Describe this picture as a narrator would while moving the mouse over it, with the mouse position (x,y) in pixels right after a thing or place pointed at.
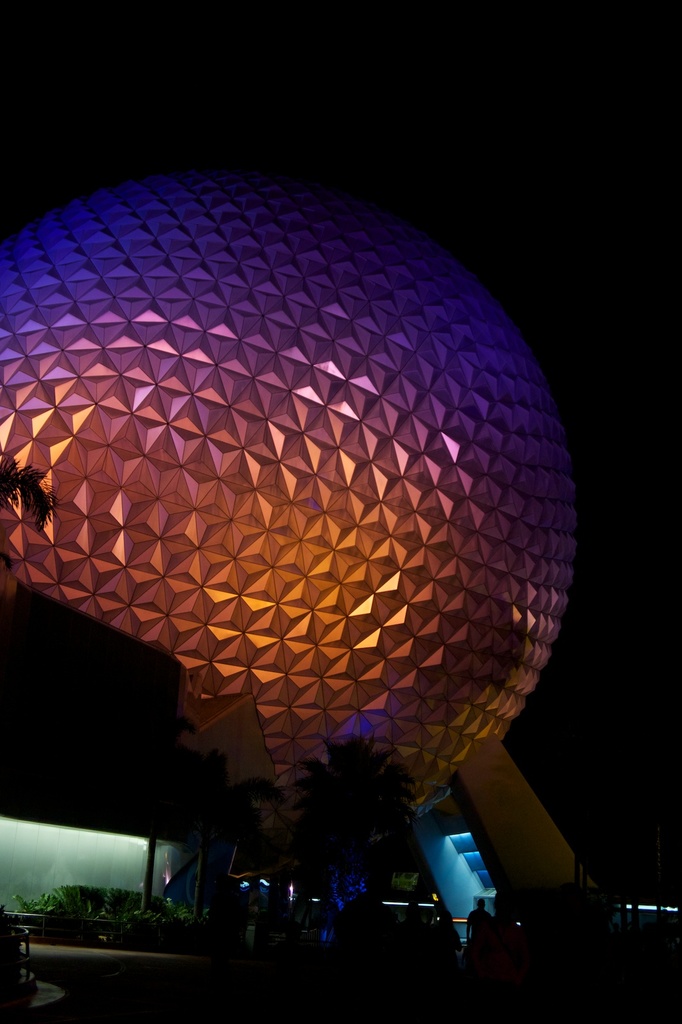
In this image there are trees (251,834), in the background (289,861) there is a building (444,365) and it is dark.
